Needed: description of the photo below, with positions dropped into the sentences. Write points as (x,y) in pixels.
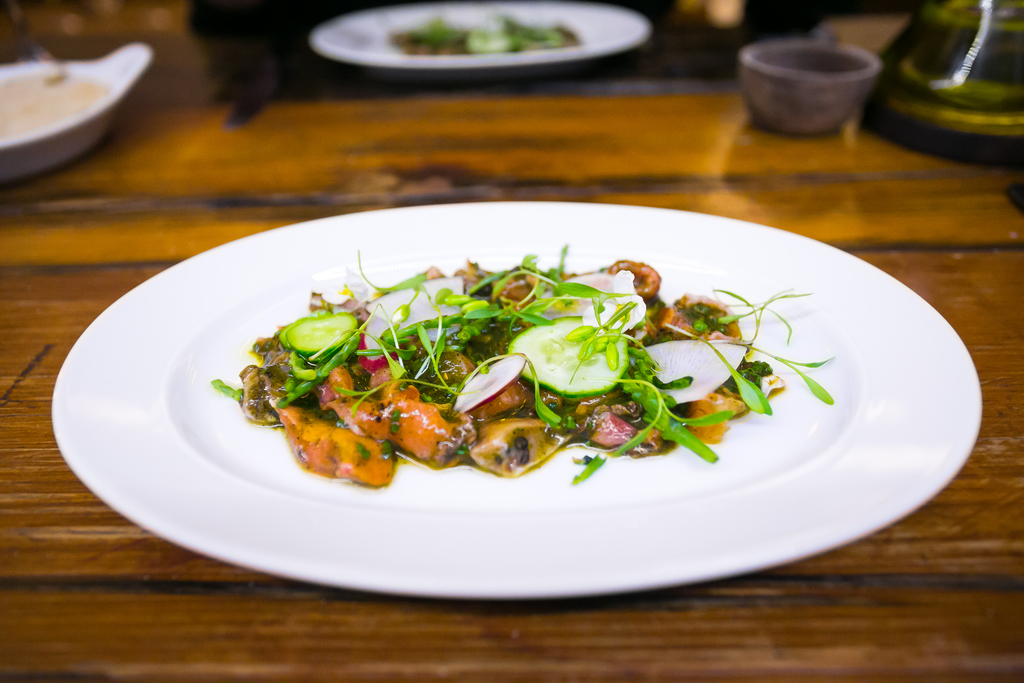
In the center of the image (420,314) there is a salad (399,378) in plate (500,388) placed on the table (72,235). In the background (91,123) we can see food (72,102), bowl (800,89) placed on the table (447,132).
